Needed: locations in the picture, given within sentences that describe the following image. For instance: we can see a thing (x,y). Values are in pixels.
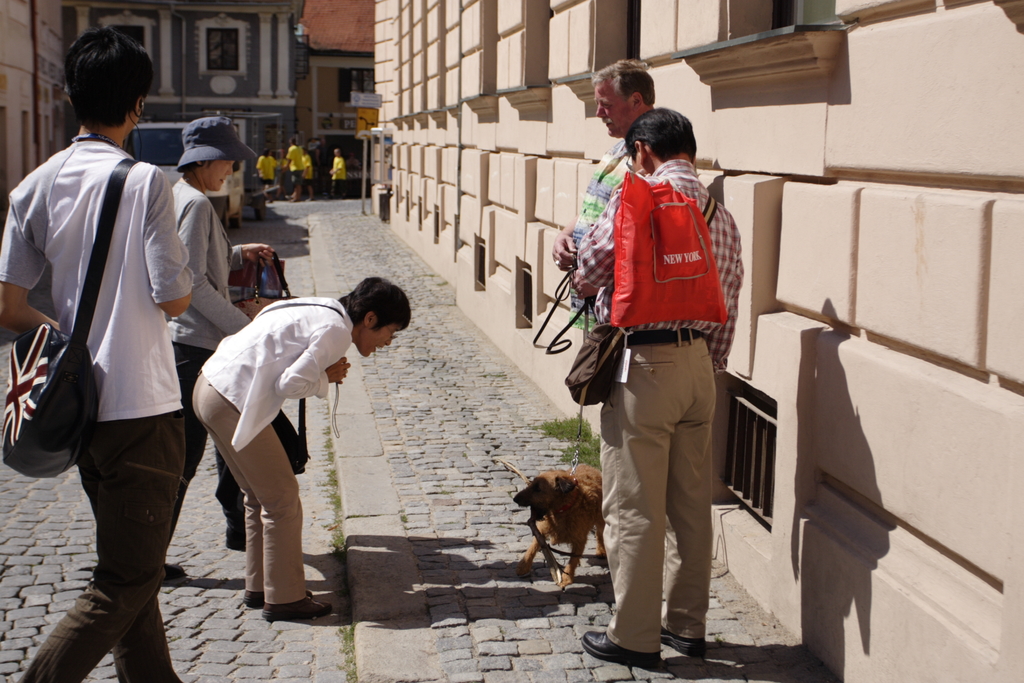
This is a picture taken in the outdoors. It is sunny. There are group of people (115,259) standing on the floor (211,639). The person (273,391) in white shirt (288,362) is looking at a dog (538,494). The man (654,394) in checks shirt (720,245) was holding a red bag (670,283). Behind the people (284,307) there are group of people (293,171) in yellow shirt (304,164) was standing on a road (301,203). Background of the people (263,181) there are buildings (460,201).
